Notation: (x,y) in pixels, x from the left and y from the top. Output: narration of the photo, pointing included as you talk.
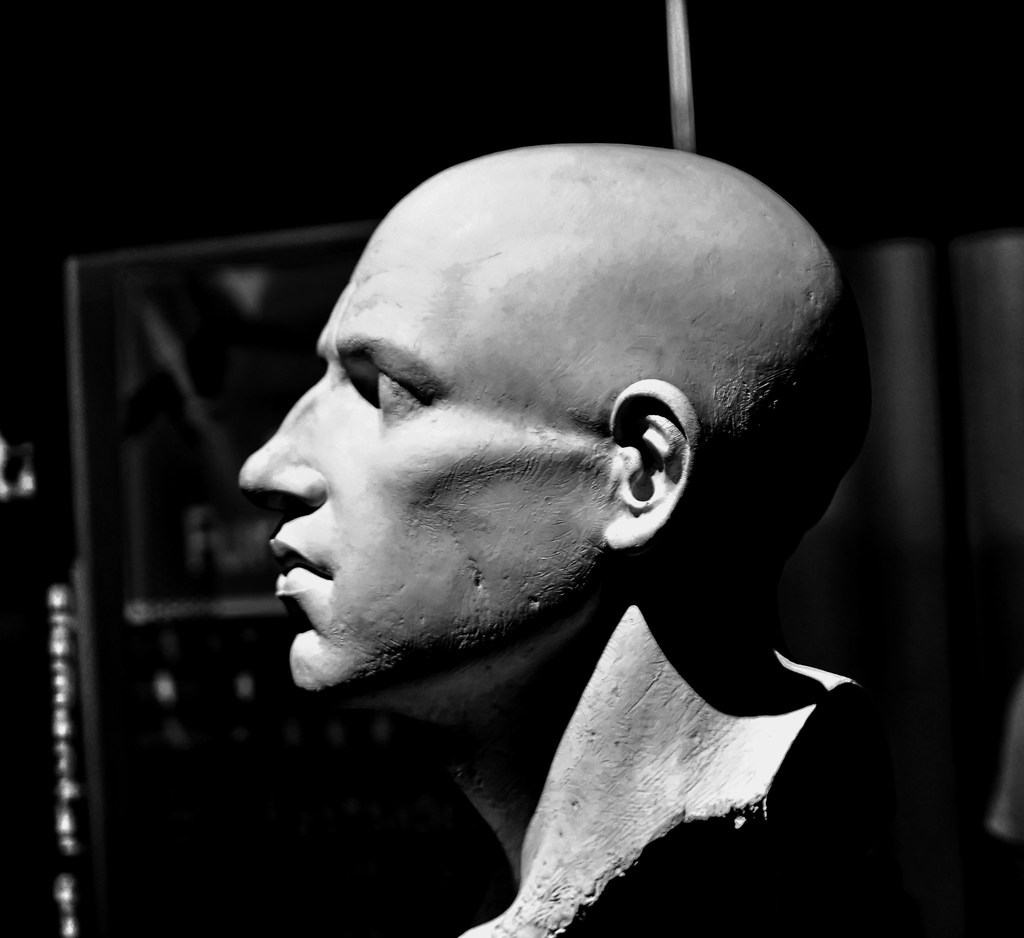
This is a black and white image where we can see a statue (599,559) of a human (580,559). It seems like a door (140,458) in the background (133,336).
